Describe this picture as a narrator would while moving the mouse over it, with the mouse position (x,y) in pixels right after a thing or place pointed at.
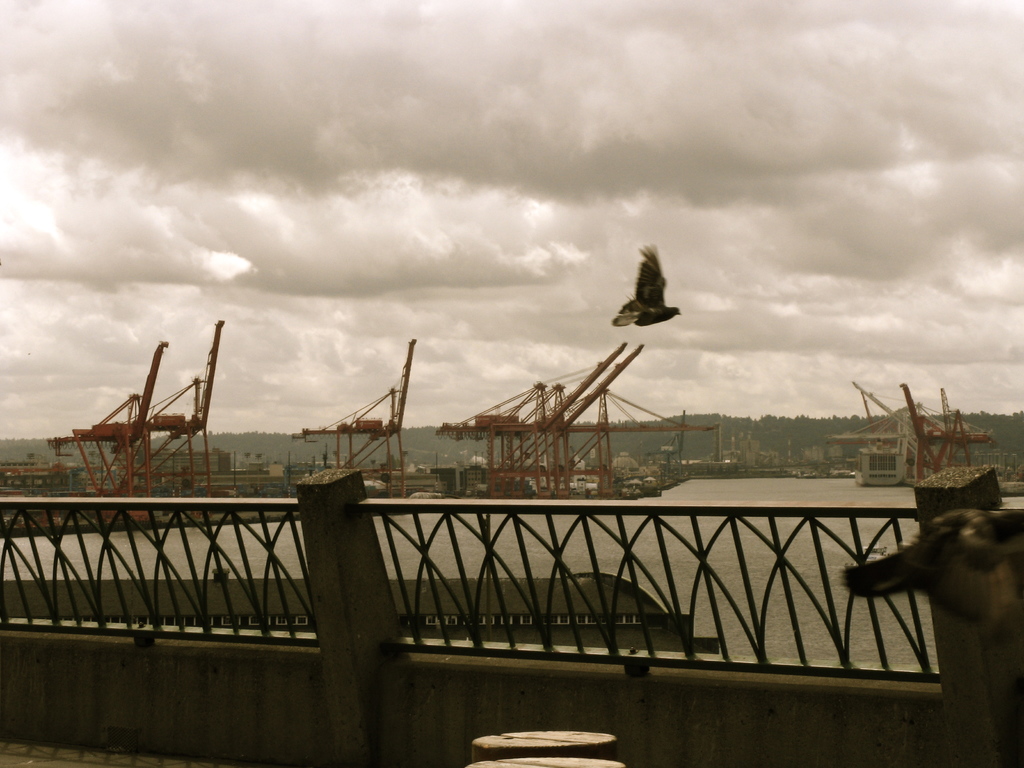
In this picture we can see sky (596,178) so cloudy and trees (755,429). Here it is a water (769,492) and i think this is a bridge (443,504) with fence (581,624) and we have cranes (189,393) beside to this water (533,539).
